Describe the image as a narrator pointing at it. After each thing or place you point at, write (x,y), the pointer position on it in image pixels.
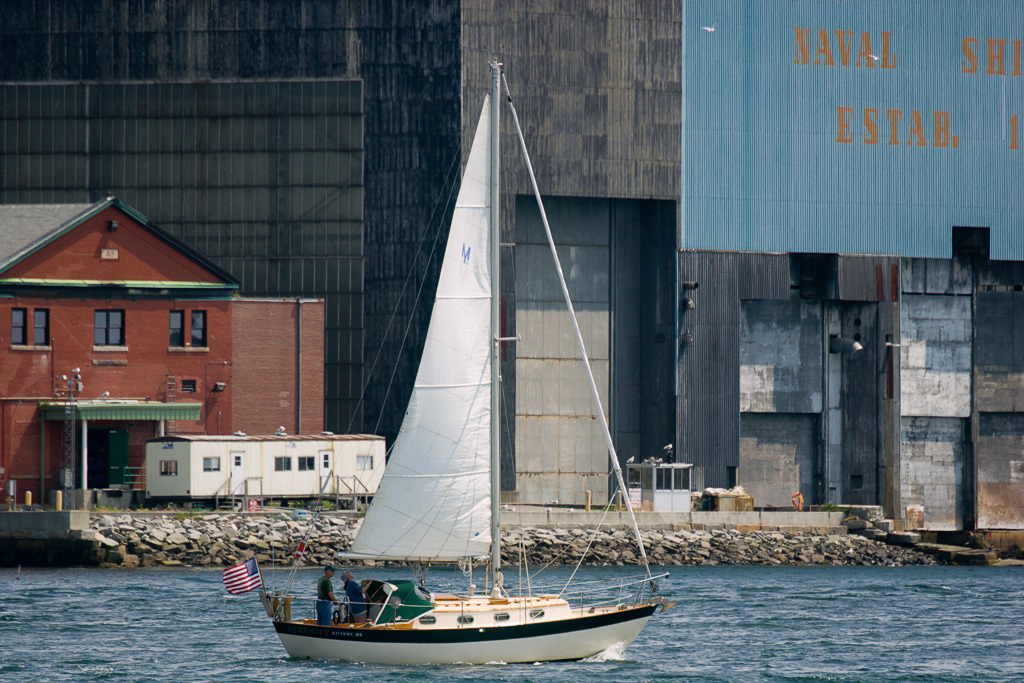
In this picture we can see water (908,648) at the bottom (908,648), there is a boat (494,613) in the water (885,616), we can see two persons (326,614) and a flag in the boat (641,554), there are some stones (585,546) in the middle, in the background (531,337) we can see buildings (352,221).
